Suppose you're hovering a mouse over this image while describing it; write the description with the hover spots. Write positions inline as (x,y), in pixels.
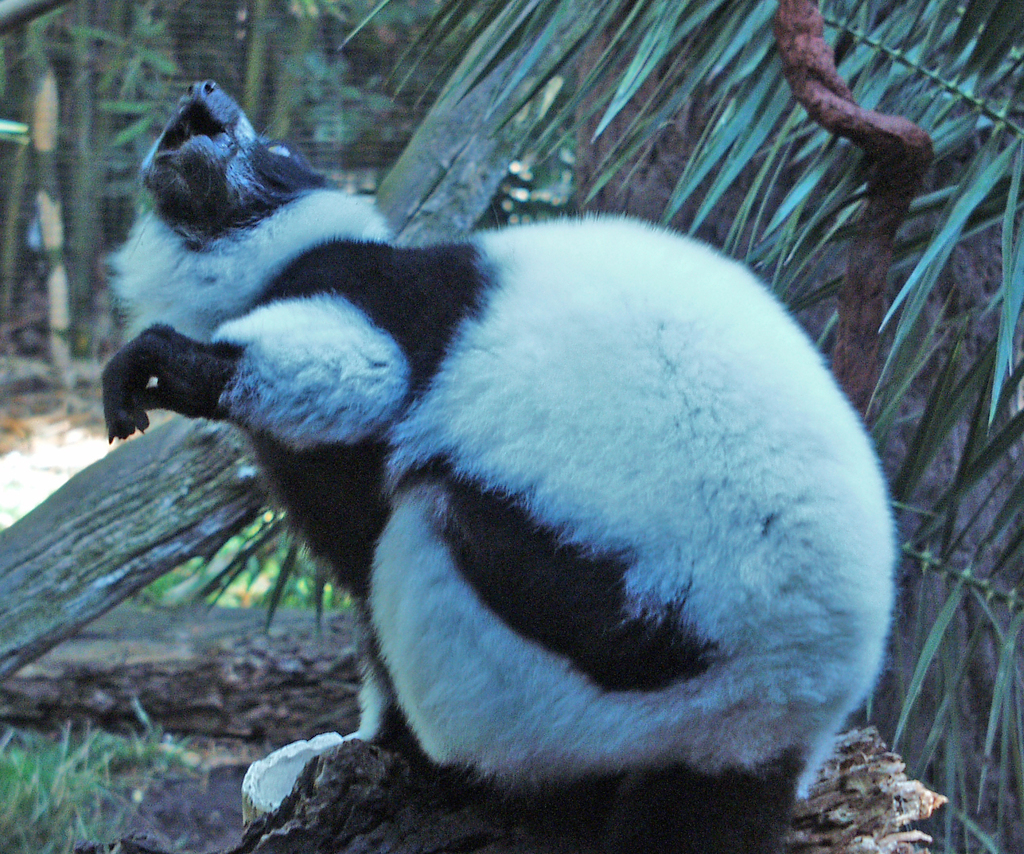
In this image there is one black and white color animal (344,481) is in middle of this image (472,409) and there are some trees (580,98) in the background (392,103).
